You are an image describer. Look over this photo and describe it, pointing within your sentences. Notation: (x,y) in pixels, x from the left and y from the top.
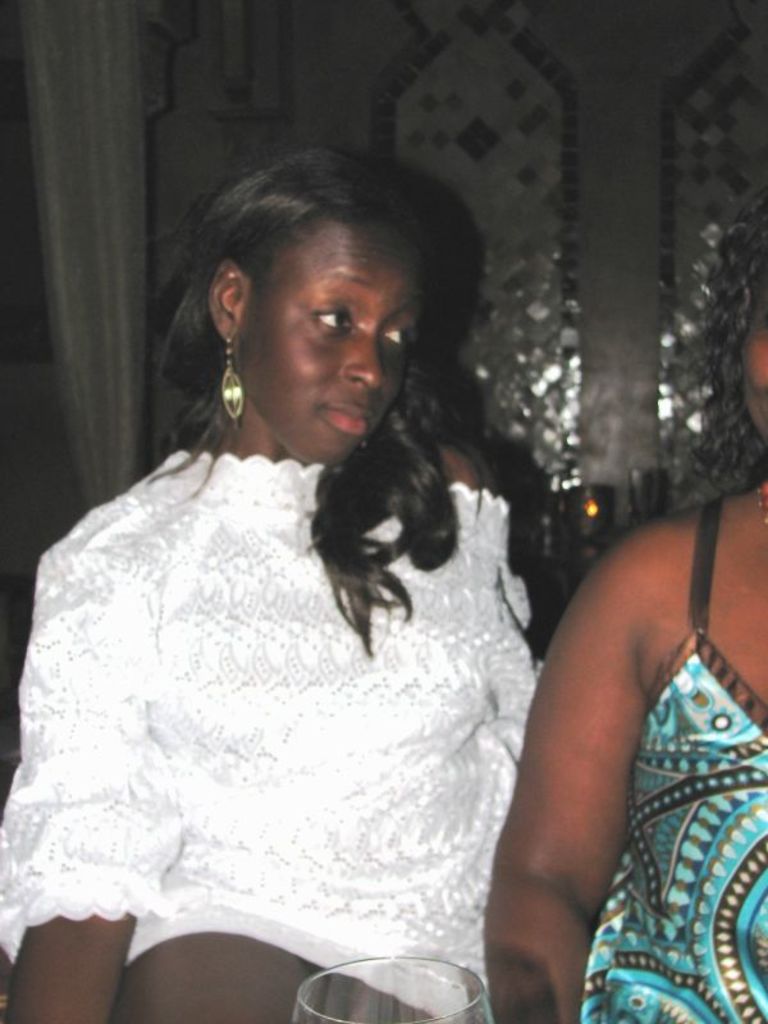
In this image we can see two ladies (335,580). In the background of the image (360,122) there is wall (333,94). There is a white color curtain (119,205). At the bottom of the image (383,1014) there is glass (308,1014).
